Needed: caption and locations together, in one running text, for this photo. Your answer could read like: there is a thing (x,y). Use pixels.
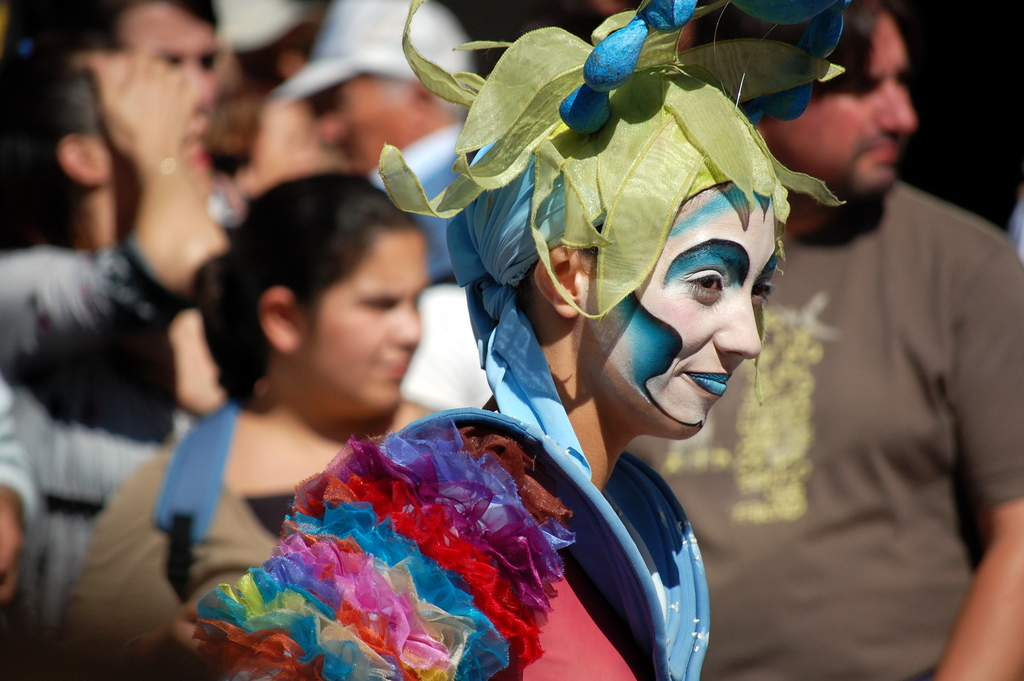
In this image we can see some group of persons (893,488) standing and there is a person (641,367) standing in the foreground of the image (561,412) wearing different costume (216,590) which are in different colors like yellow, blue, red.
